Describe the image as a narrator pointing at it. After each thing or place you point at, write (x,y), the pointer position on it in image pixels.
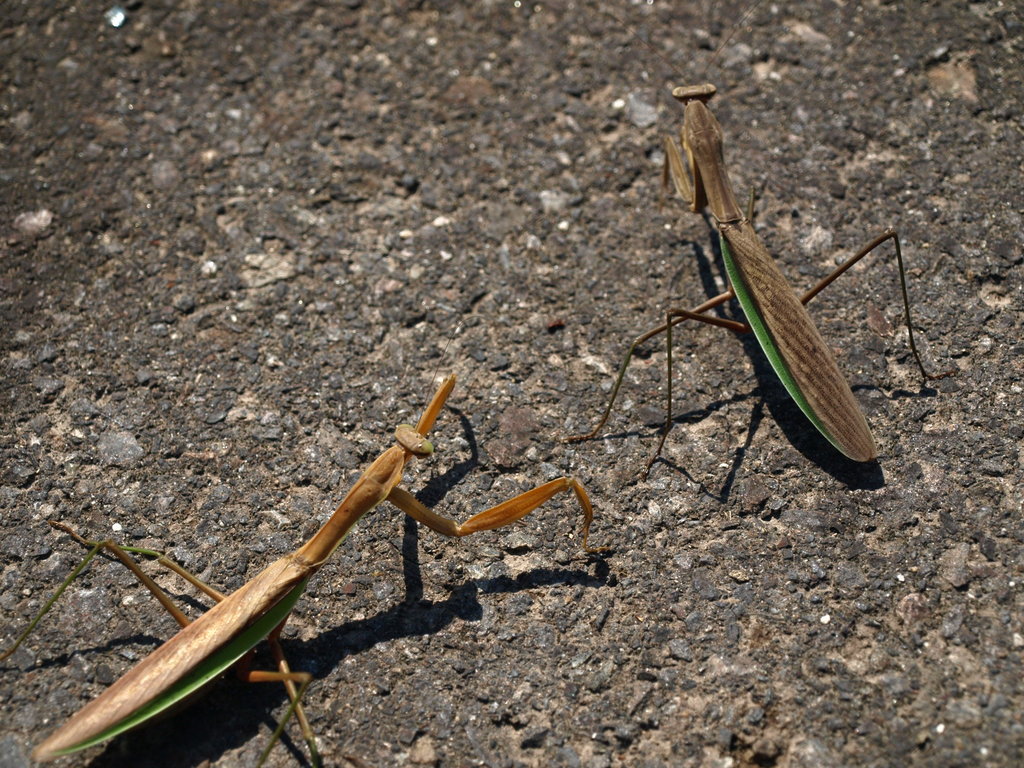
In this image I see 2 insects (752,273) which are of brown and green in color and I see that these insects (372,495) are on the black color surface (525,222).
